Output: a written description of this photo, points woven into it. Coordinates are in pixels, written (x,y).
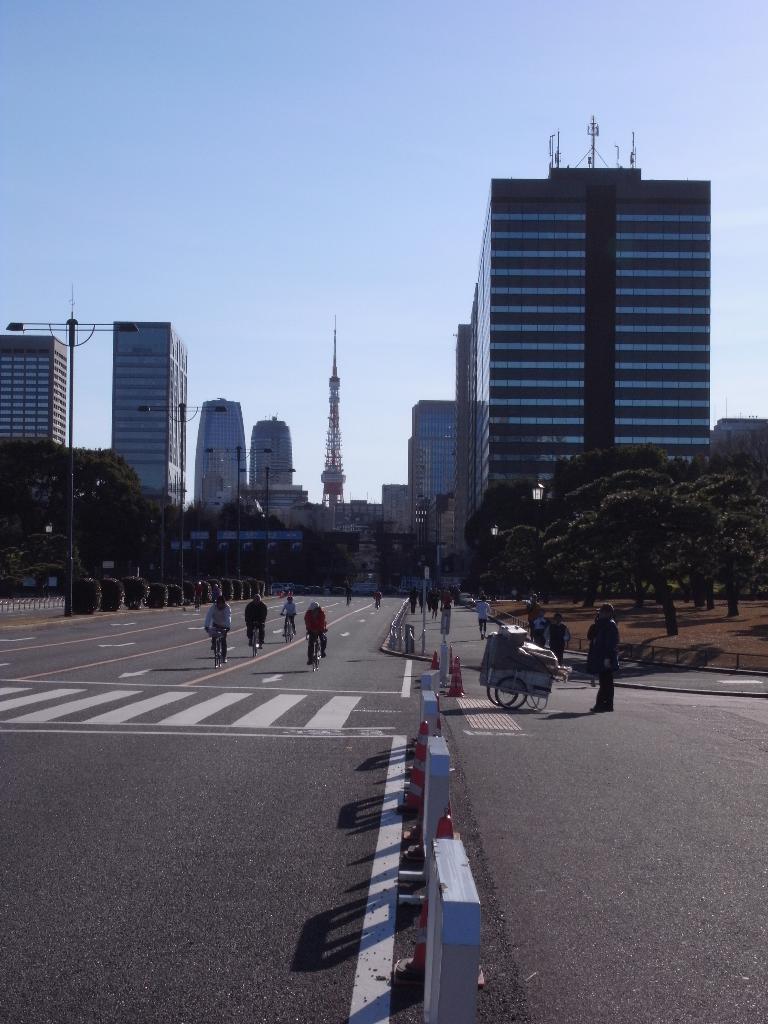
There are few persons (288,605) riding bicycle (256,641) on the road (213,676) and there are trees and buildings (544,406) in the background (513,544).
